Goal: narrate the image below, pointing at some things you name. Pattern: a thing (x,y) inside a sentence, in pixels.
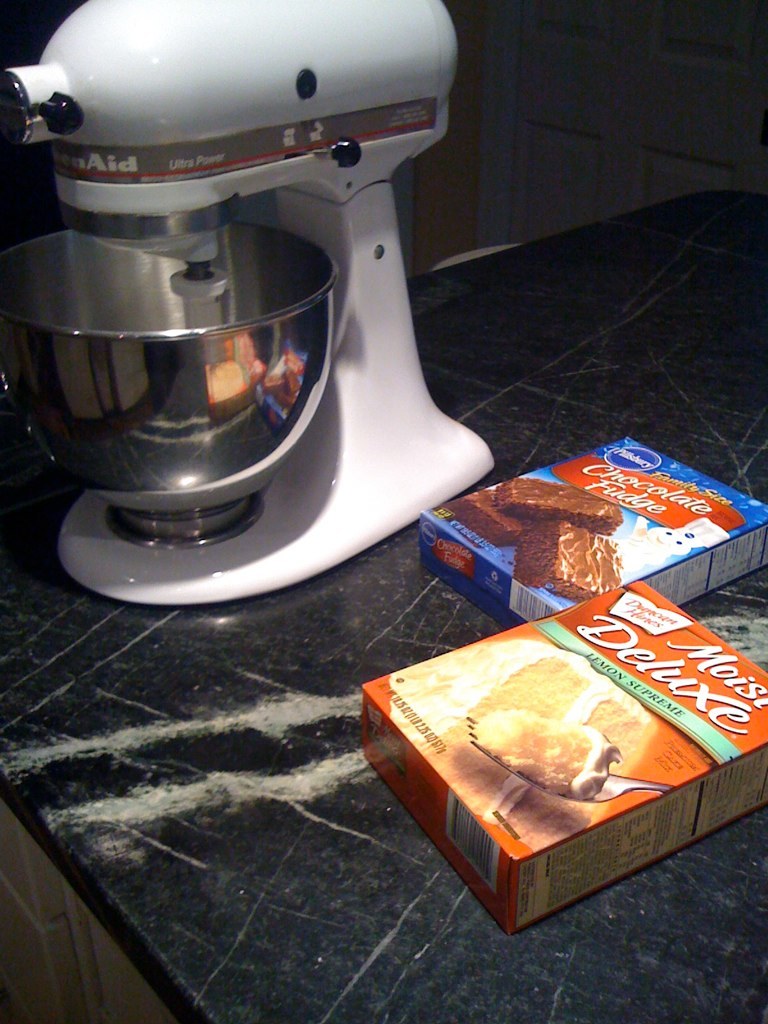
In the picture I can see boxes (509,700) and a white color machine (255,410) on a stone surface (323,654). On the boxes (616,641) I can see a label (622,629) and photos (522,691) of food items (522,691).
